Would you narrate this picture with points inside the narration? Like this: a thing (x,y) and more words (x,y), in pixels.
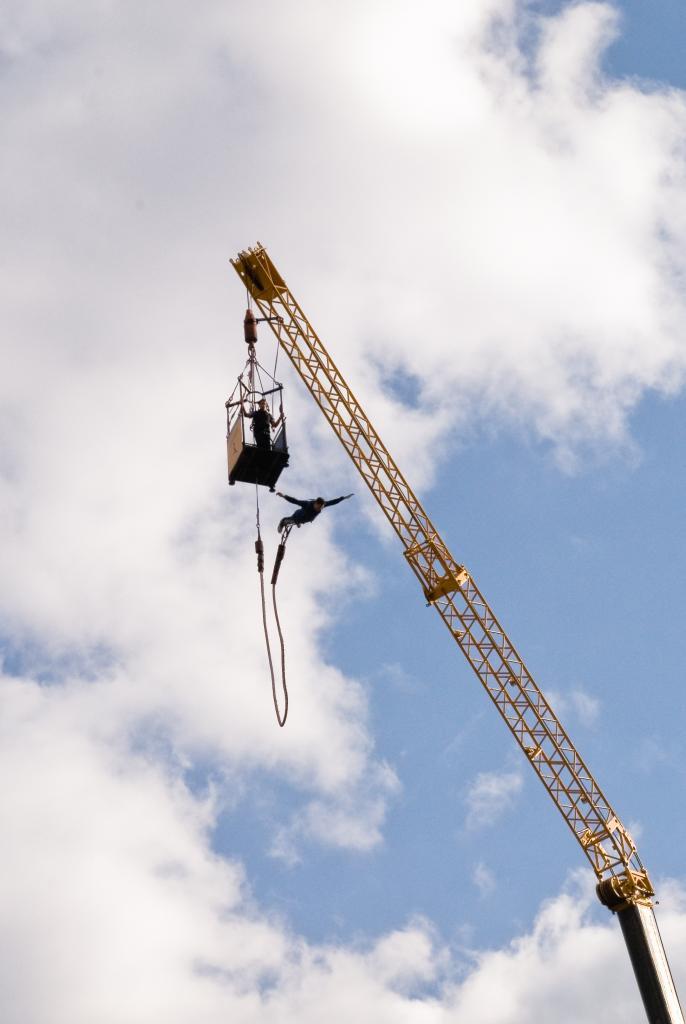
In this picture we can see a person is performing the bungee jumping and another person (257,438) is standing on the platform (240,434). The platform (229,437) is attached to the crane (478,655). Behind the crane (304,336), there is the cloudy sky (295,473).
